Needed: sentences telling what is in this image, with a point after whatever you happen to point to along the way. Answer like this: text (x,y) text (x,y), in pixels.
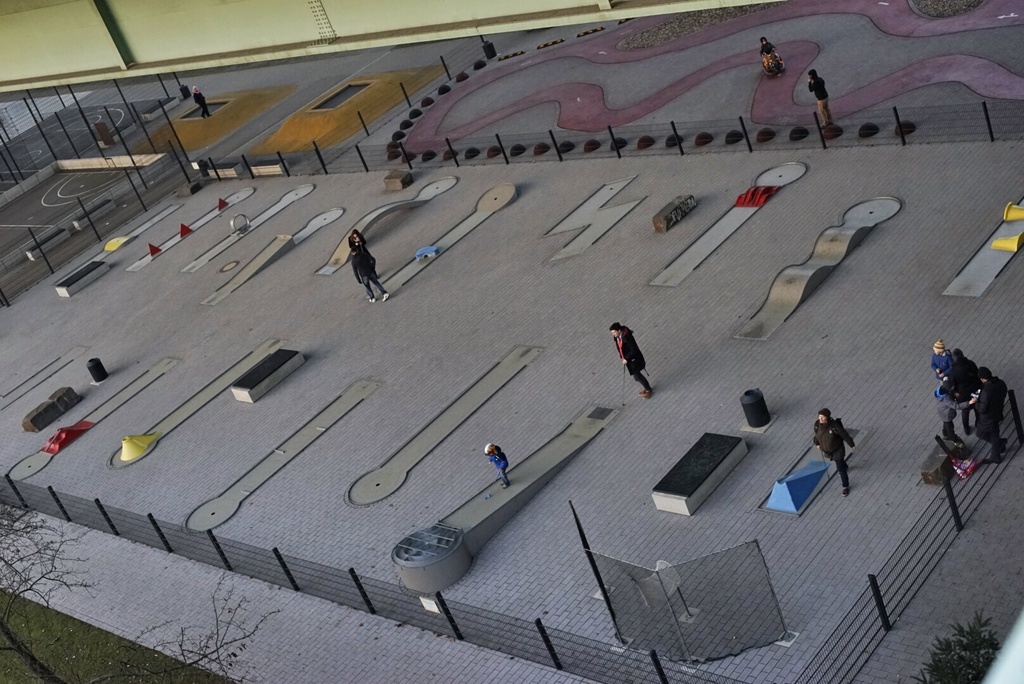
In the picture we can see a surface (710,540) with some games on it and some people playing it and around the surface (713,518), we can see railing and besides it, we can see some surfaces (16,142) with railing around it and behind it we can see a part of grass surface (184,682) with a part of dried tree (32,512).
